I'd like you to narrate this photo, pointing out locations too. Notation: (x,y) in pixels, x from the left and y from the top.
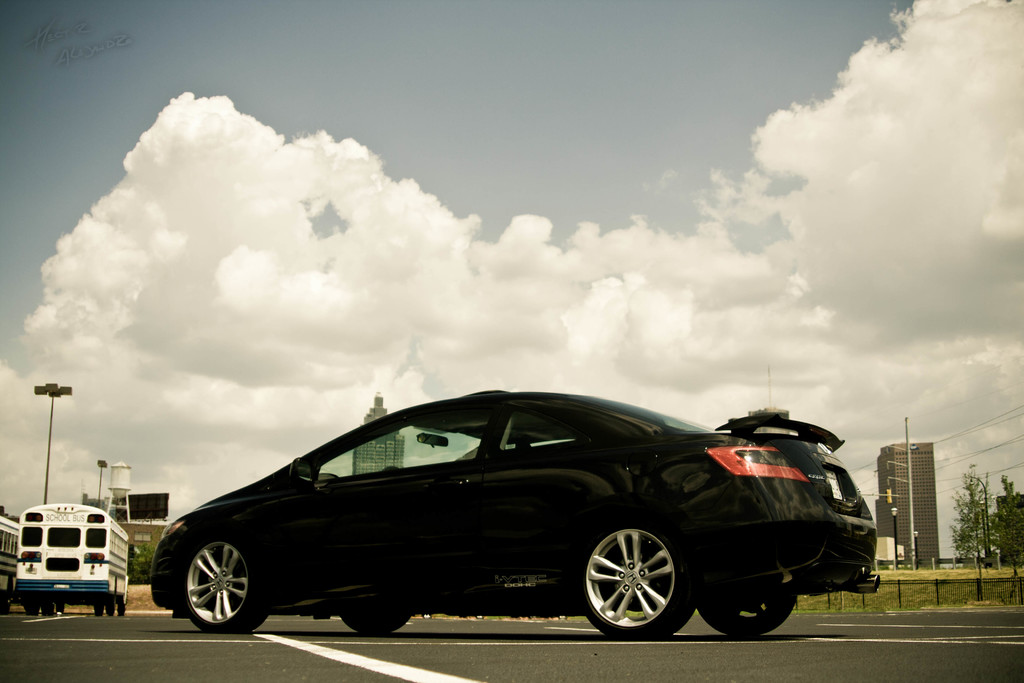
In this image there are three vehicles (443,556) parked in a parking lot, in the background (150,467) there are buildings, poles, trees (959,546) and the sky (230,280).
